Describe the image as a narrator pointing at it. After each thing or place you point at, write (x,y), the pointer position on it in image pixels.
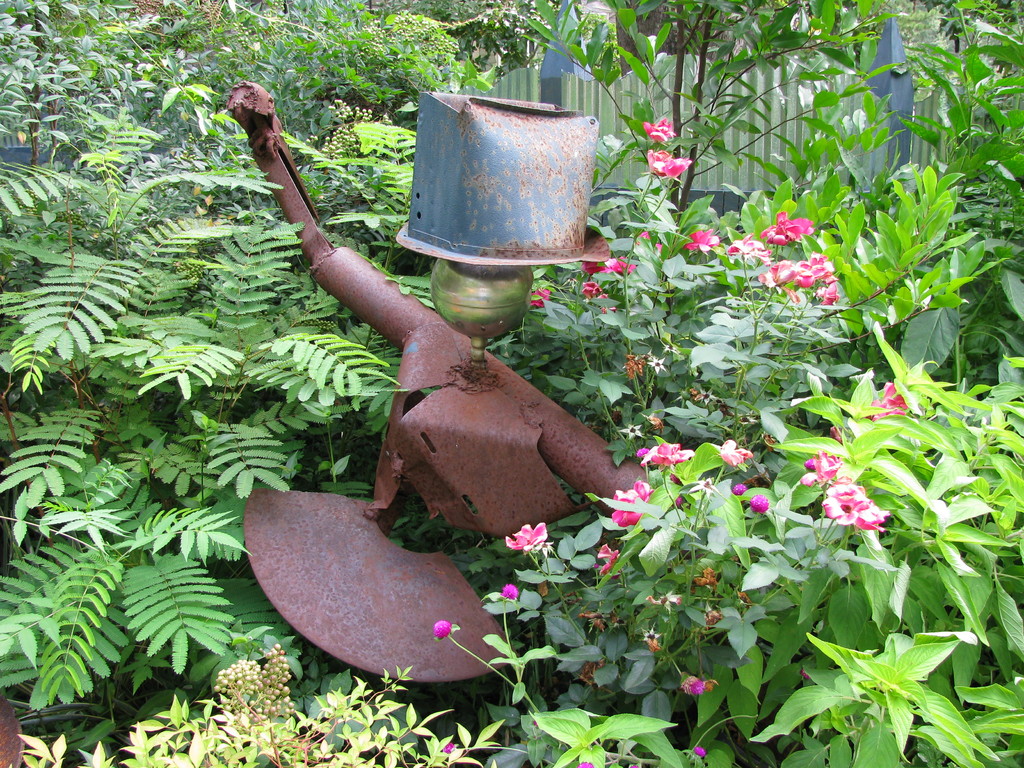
In the center of this picture (453,497) we can see the metal objects (368,321) and we can see the plants (127,390) and flowers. In the background (900,96) there are some objects (886,94).
